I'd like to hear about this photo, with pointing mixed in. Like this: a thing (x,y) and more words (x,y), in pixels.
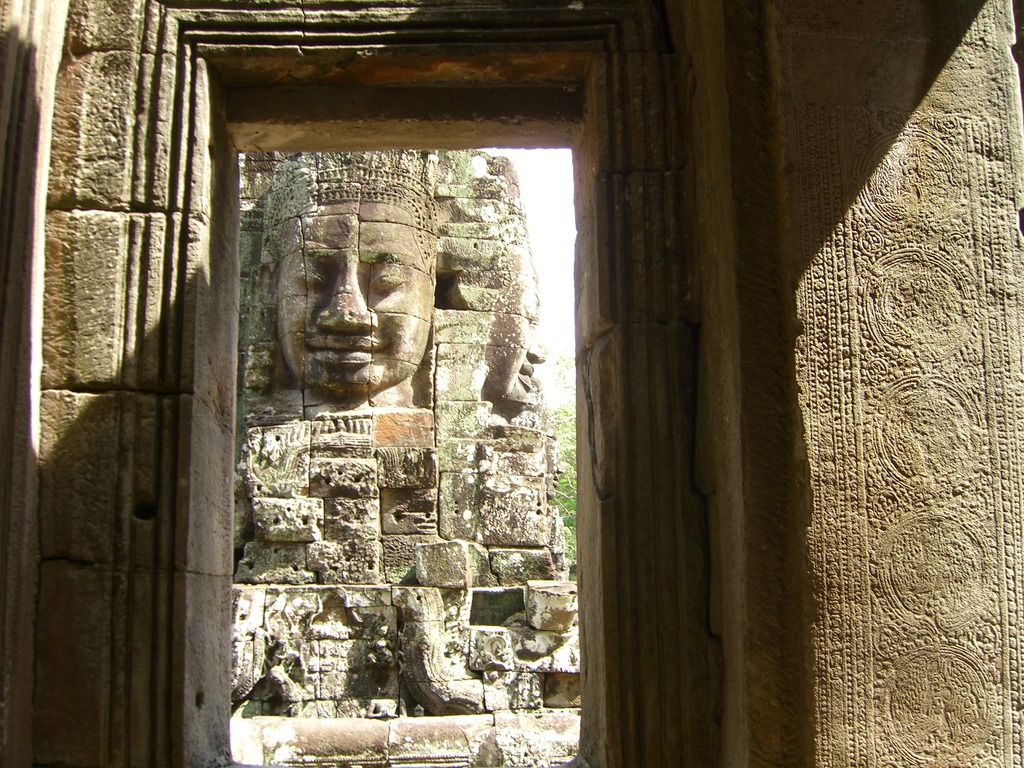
In this image there is a door (366,126) to the wall (802,486) having few sculptures (914,489) on it. Behind the door (599,410) there is a statue (426,444) having two person faces (405,327). Beside the statue (519,447) there is tree (560,490). Top of it there is sky (551,204).
